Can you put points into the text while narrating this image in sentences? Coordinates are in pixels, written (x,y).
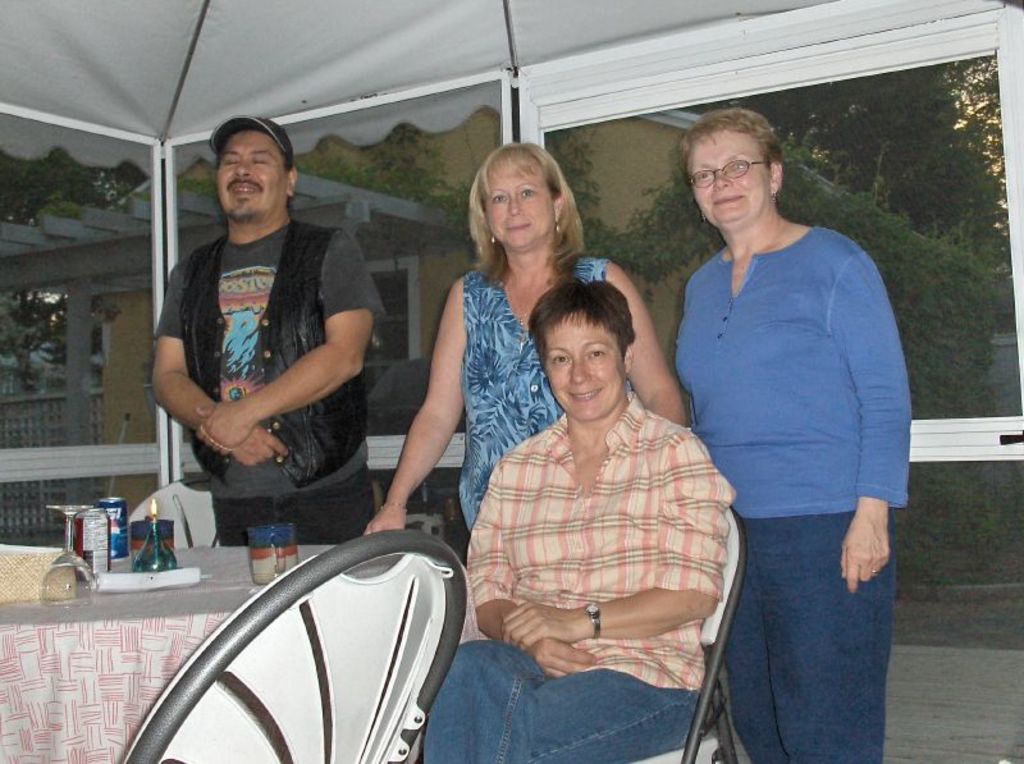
In this image we can see some persons (644,305). One lady (589,675) is sitting on the chair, one person (191,424) is standing and closing his eyes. On the bottom left corner (106,663) we can see the table (159,641) and some objects (70,573) on the table (86,635).
